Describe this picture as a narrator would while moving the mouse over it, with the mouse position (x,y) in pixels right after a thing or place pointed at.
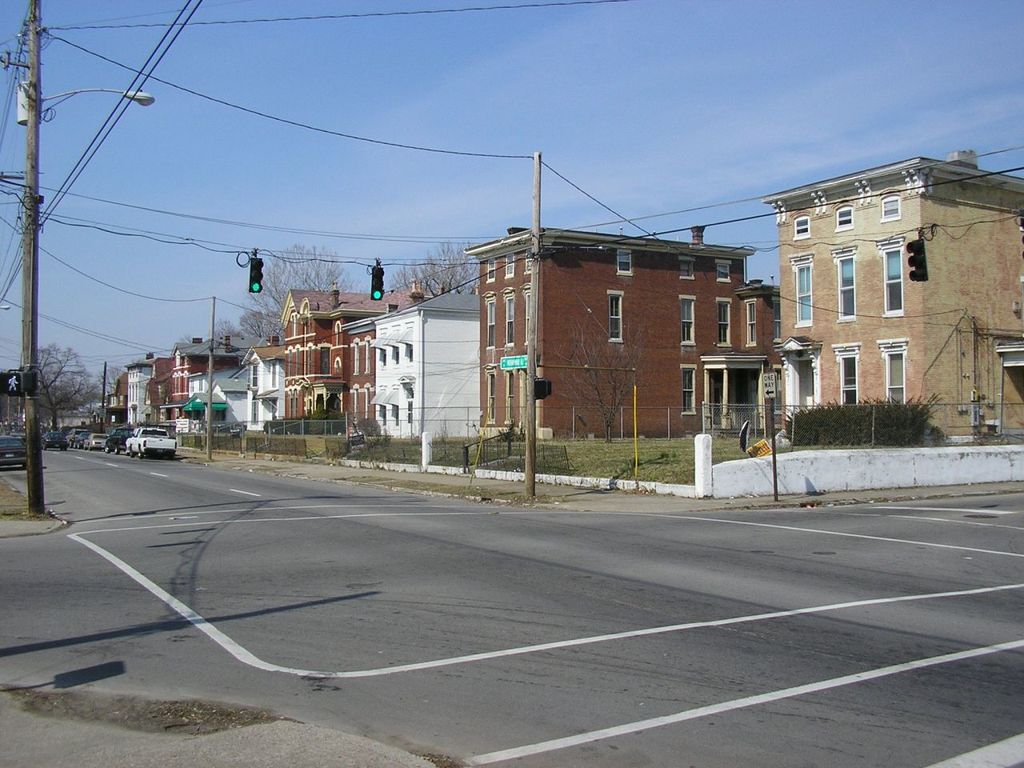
In this picture we can see vehicles (136,436) on the road (414,543), traffic signal lights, buildings (455,315) with windows (297,359), fence (620,410), trees (915,431), poles (33,206) and in the background (733,110) we can see the sky (657,121) with clouds (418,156).
